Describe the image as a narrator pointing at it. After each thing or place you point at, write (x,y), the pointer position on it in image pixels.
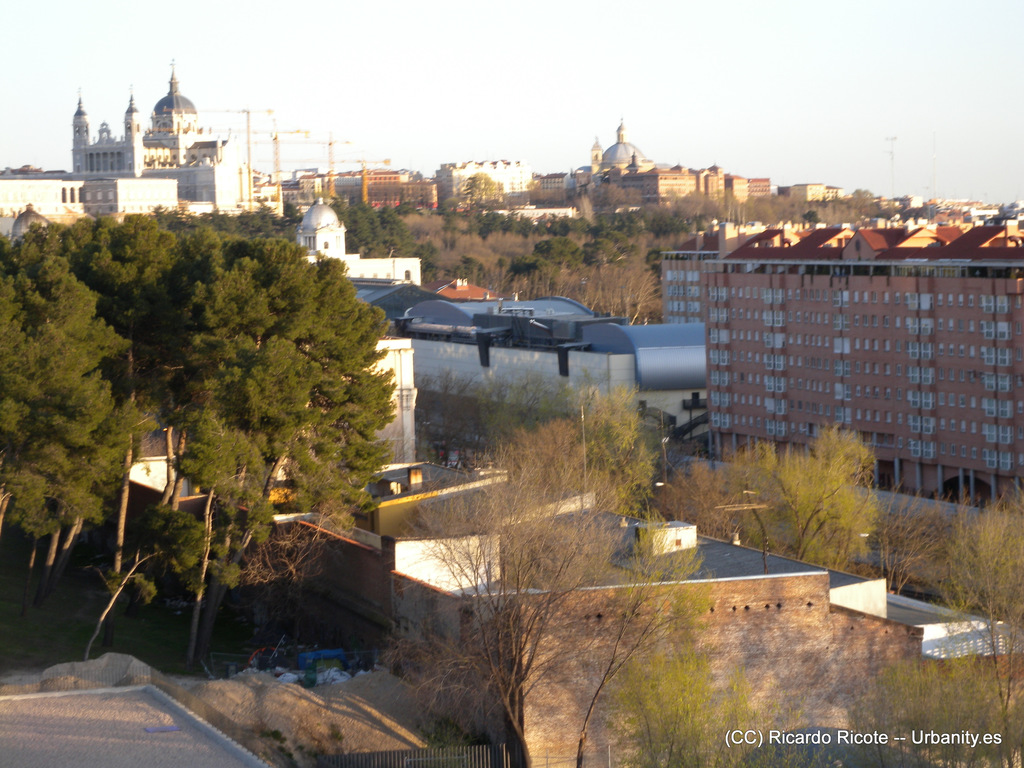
In this picture we can see there are buildings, trees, cranes (274,140) and the sky (419,67). On the image, there is a watermark (727,739).
